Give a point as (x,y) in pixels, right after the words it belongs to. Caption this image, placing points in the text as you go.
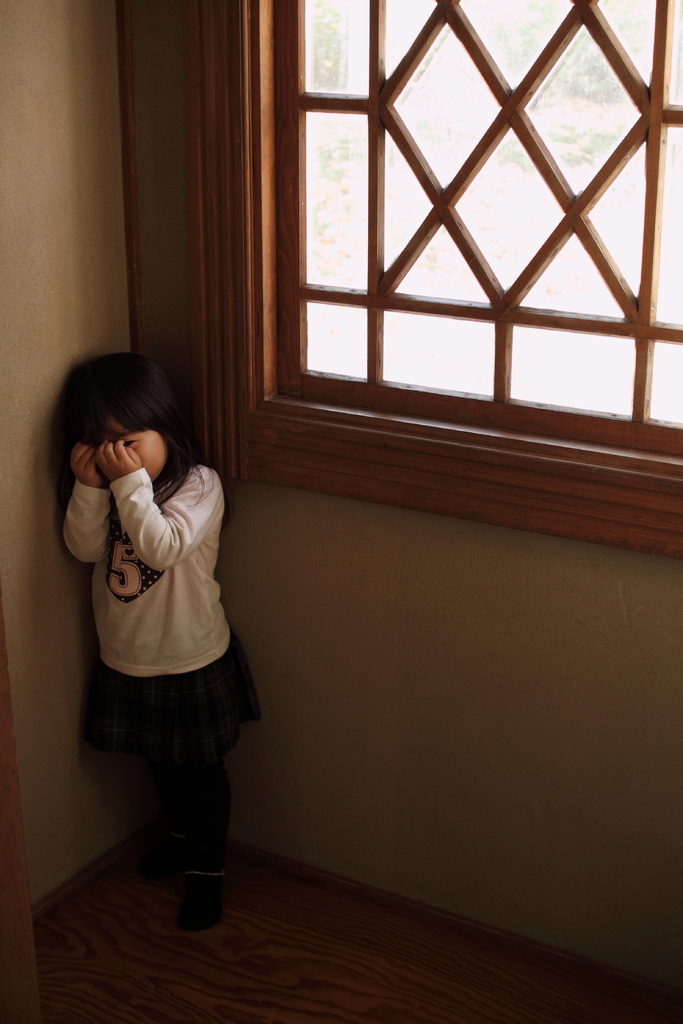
This is the picture of a room (430,808). In this picture there is a girl (189,733) standing at the wall (405,884). On the right side of the image (469,378) there is window (377,370). Behind the window (377,370) there are trees (569,85). At the bottom (393,928) there is a wooden floor (337,967).
